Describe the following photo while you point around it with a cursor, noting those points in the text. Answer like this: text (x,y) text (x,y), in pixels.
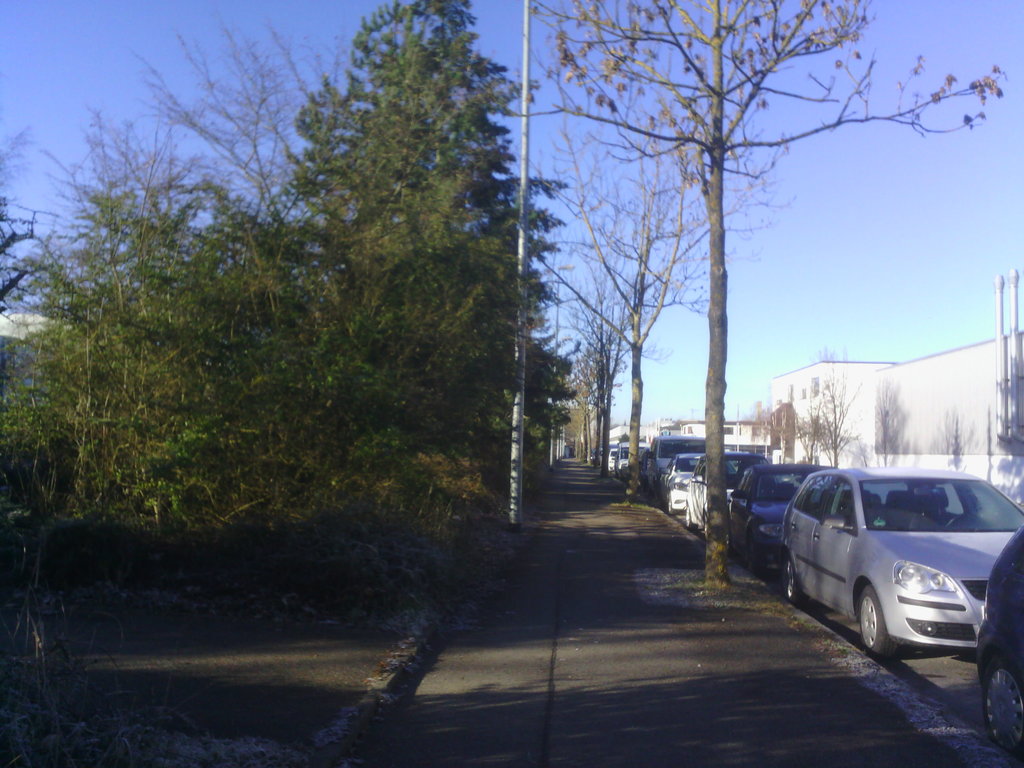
There is a walkway (560,647). There are trees (516,263) and a pole (516,434). There are vehicles (1017,688) on the road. There are buildings (823,408) at the right (805,410).
